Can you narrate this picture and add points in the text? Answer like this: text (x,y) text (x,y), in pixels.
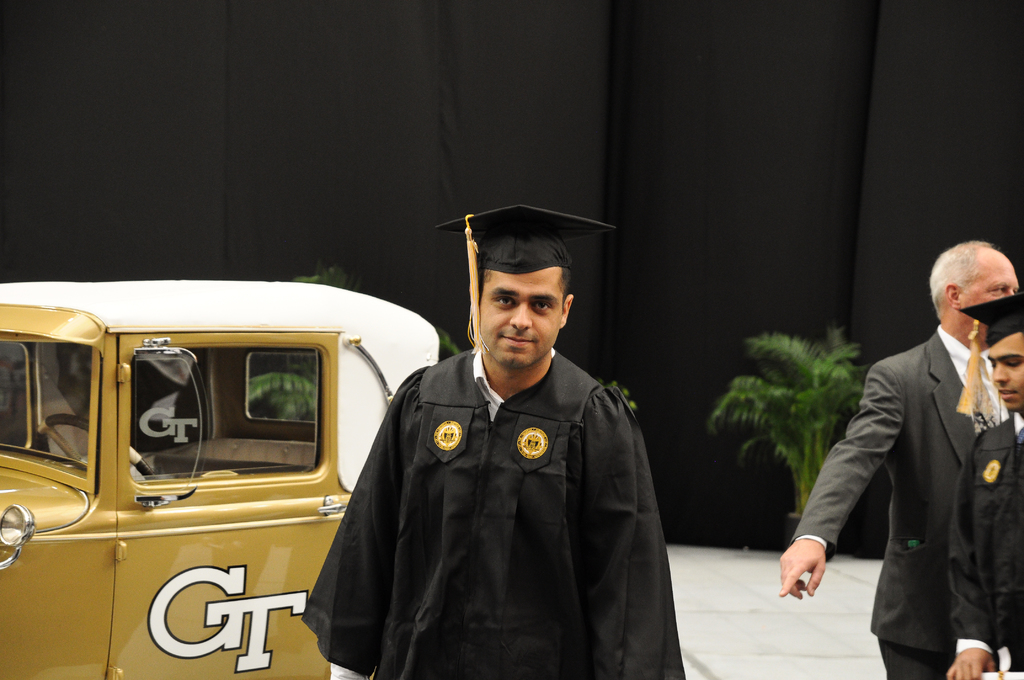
The picture is taken inside a building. In the foreground (387,428) the picture there is a man (456,495) standing in graduation gown (442,480). On the left (122,554) there is a car (198,575). on the right (967,548) there are two persons (944,516). In the background (353,63) there is a black colored curtain (457,91). In the background (806,388) towards right (797,419) there is a plant (839,376). In the center of the background (294,390) there is a plant (331,267).
